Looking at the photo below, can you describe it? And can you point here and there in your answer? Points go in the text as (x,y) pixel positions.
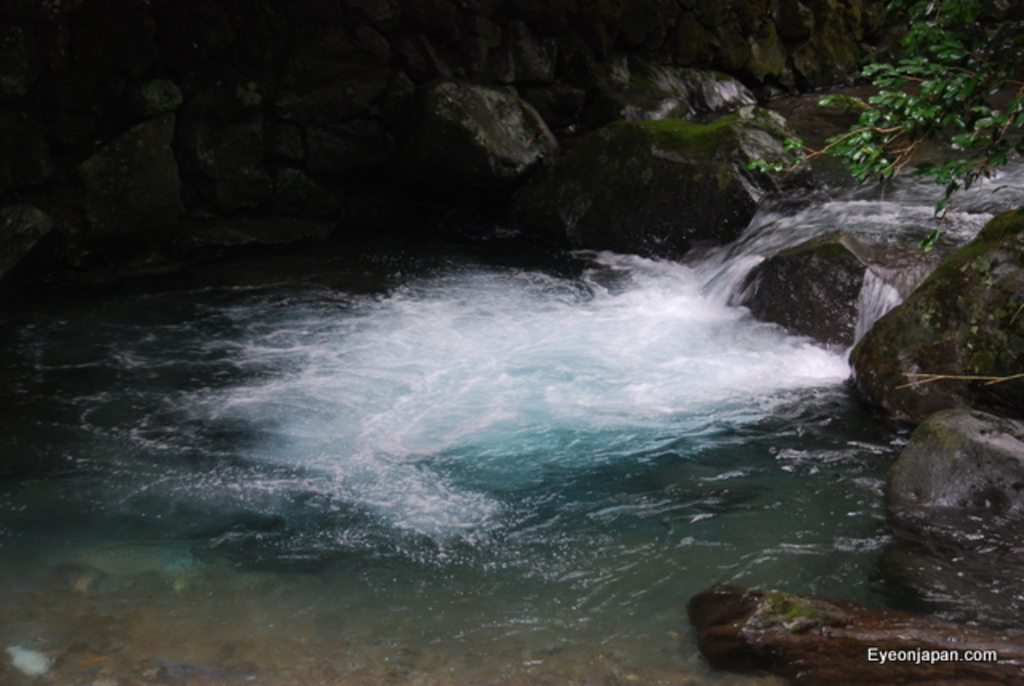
In this image we can see water (629,383), rocks (708,45), branches (969,162), and leaves (871,159). At the bottom of the image (989,658) we can see something is written on it.
